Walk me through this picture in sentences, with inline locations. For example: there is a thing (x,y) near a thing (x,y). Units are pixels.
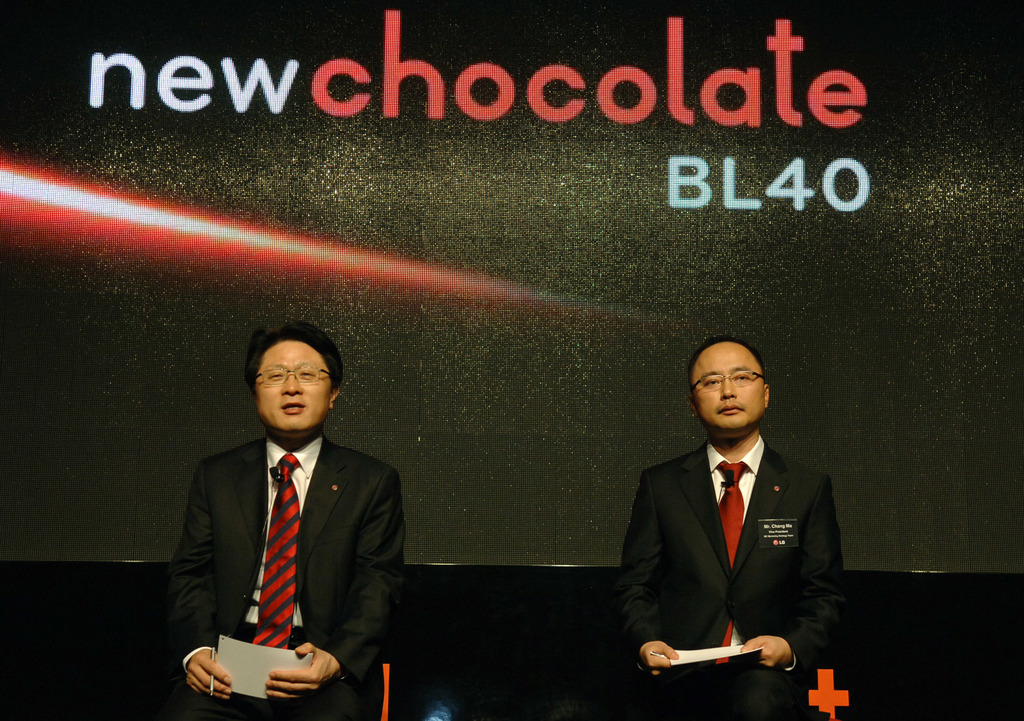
In this image there are two people (290,565) sitting on the chairs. They are holding the papers (697,652) and pens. They are wearing spectacles (755,375), blazers (385,535) and tie (283,541). Background (970,557) there is a screen (692,221) having some text (850,119) displayed on it.
